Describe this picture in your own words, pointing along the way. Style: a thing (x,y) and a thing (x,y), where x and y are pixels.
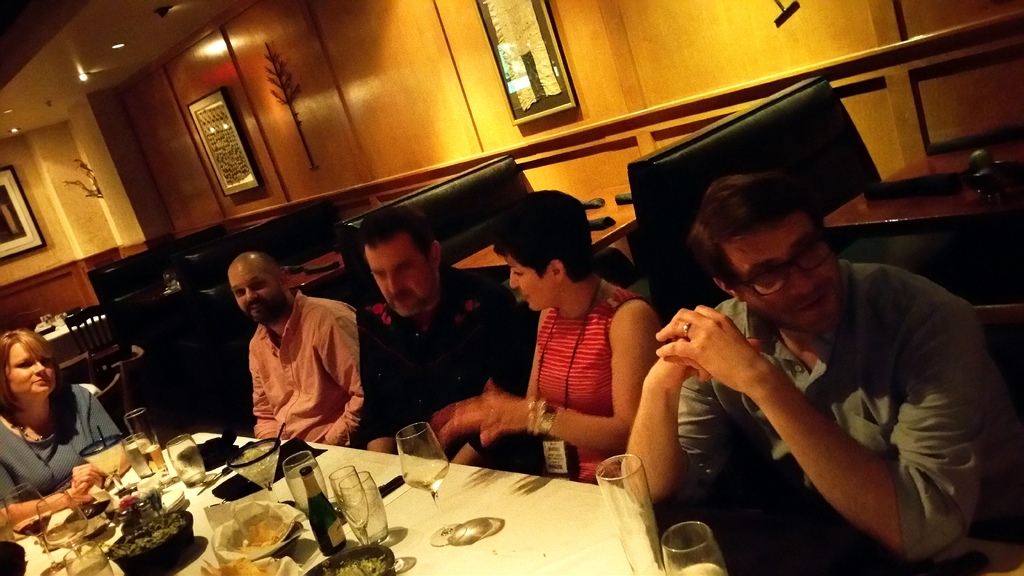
In this image I can see number of people (900,520) are sitting. Here on this table (593,561) I can see few glasses (20,494) and bowl of food (325,571). On this wall (372,137) I can see few frames (33,249).
